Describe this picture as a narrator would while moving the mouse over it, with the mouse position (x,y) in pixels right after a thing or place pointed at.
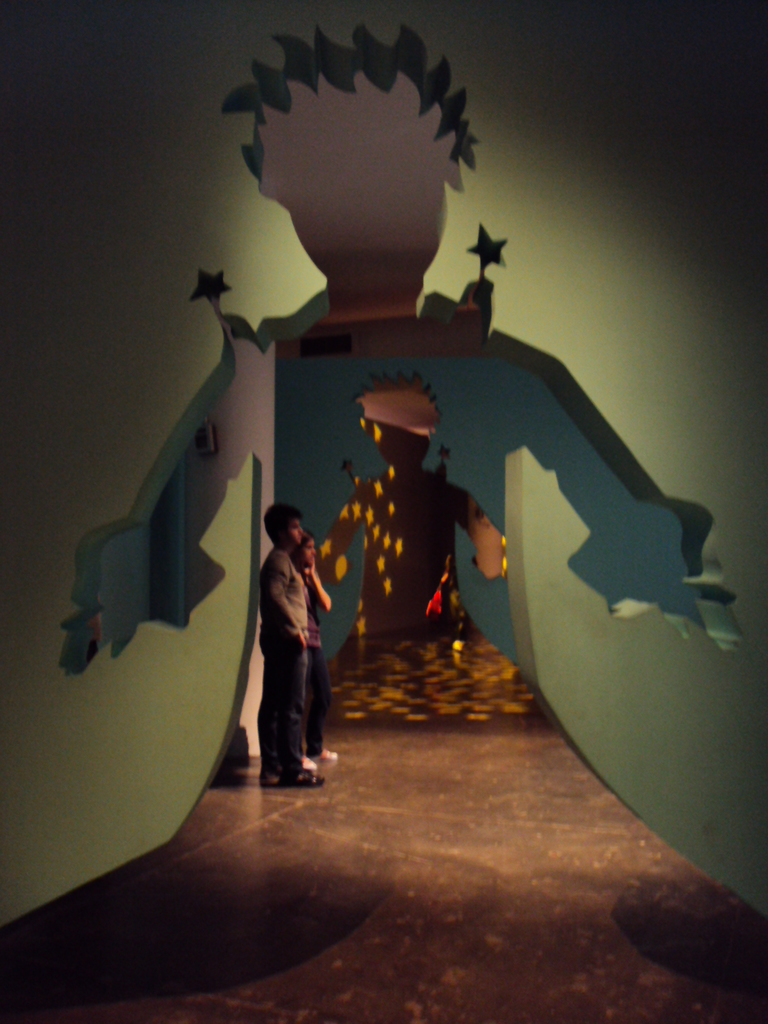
In this image there are two persons (305,615) standing on the floor (344,769) in the middle (299,604). In the background (324,407) there is a hole (415,441) to the wall (438,437) in the shape of a human.
